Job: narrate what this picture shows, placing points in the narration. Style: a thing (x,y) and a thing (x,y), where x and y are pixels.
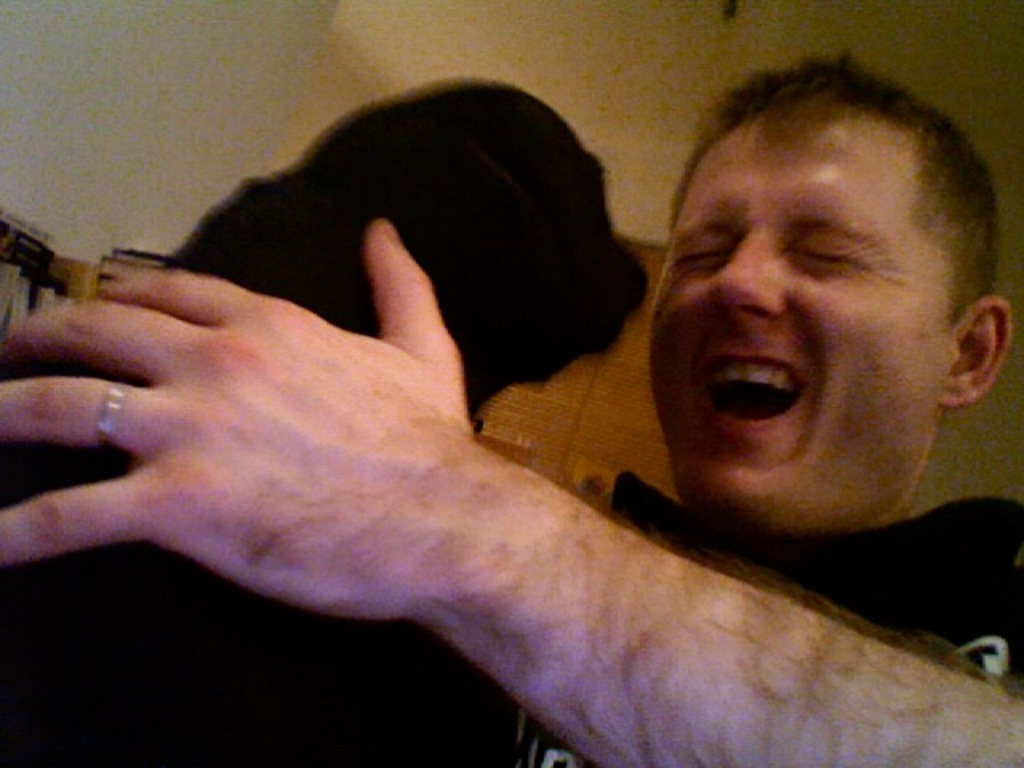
In this image I can see a person (879,391) wearing black colored dress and an animal (407,174) which is black in color in front of him. In the background (259,32) I can see the wall (252,97) and the ceiling (584,28).
